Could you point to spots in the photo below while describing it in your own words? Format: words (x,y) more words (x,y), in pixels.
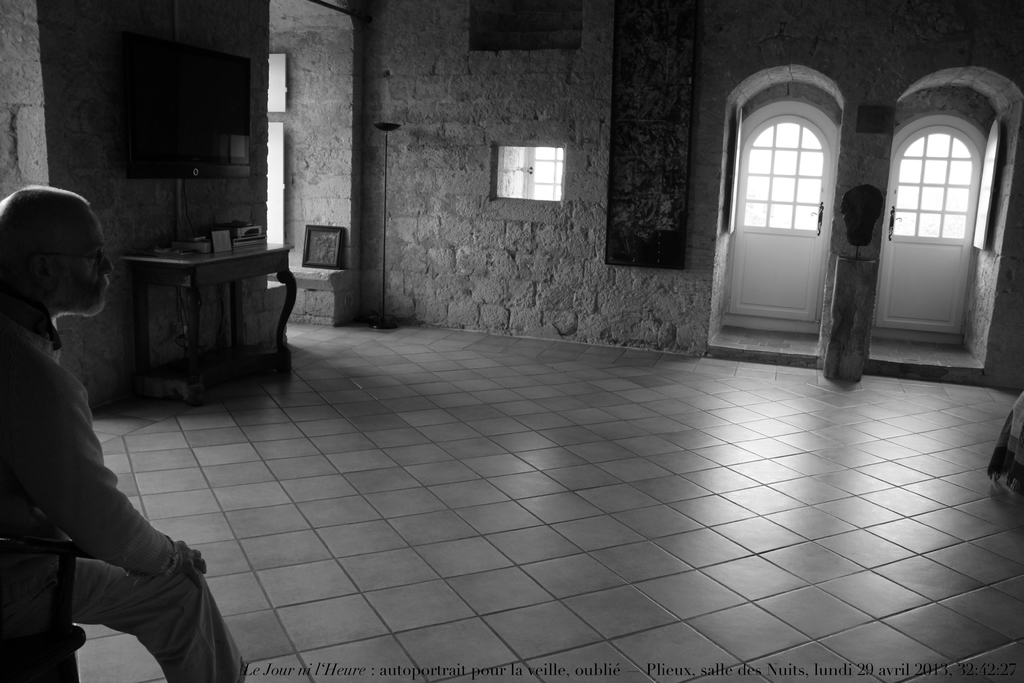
It is a closed room (445,447). On the left corner of the picture (114,572) one person (24,387) is sitting on the chair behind him there is wall (151,200) and table (214,275) and a tv (229,175) is placed on the wall (246,216), on the table (234,257) there are things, at the right corner of the picture (905,258) there are two doors (908,245) and one big wall (628,293) with window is present.
